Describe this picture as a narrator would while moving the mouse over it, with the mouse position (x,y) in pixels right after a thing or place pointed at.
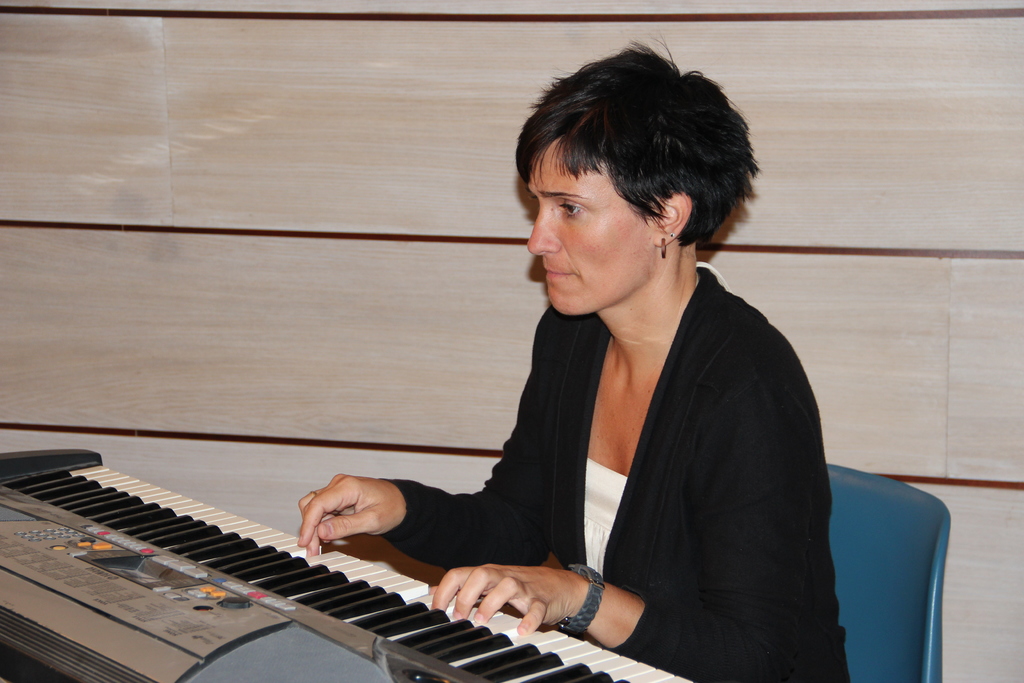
In this image i can see a woman (722,426) sitting and playing a piano (388,641) at the back ground (375,115) i can see a wall (395,119).
